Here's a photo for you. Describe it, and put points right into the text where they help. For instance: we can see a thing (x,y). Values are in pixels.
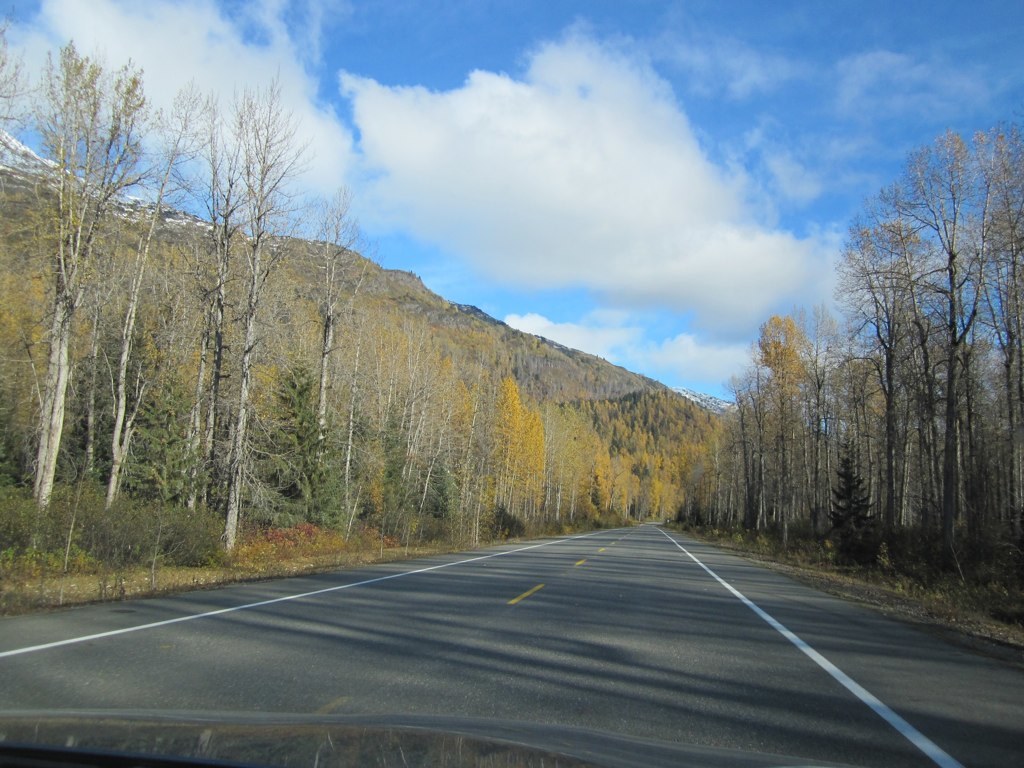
In this image we can see a trees (459,409), here are the mountains (374,286), here is the road (382,708), at above the sky (457,176) is cloudy.
